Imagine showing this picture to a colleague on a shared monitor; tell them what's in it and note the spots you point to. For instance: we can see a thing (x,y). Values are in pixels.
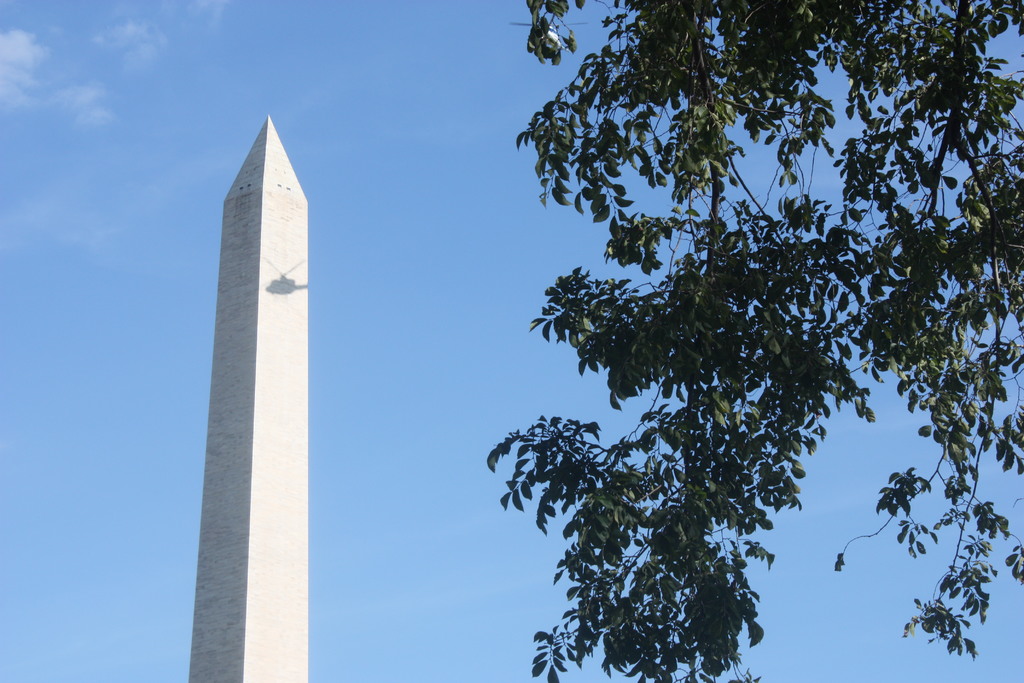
In this image I can see a huge tower (266,440) which is white in color and few trees (724,403) which are green in color. In the background (492,207) I can see the sky (182,245).
